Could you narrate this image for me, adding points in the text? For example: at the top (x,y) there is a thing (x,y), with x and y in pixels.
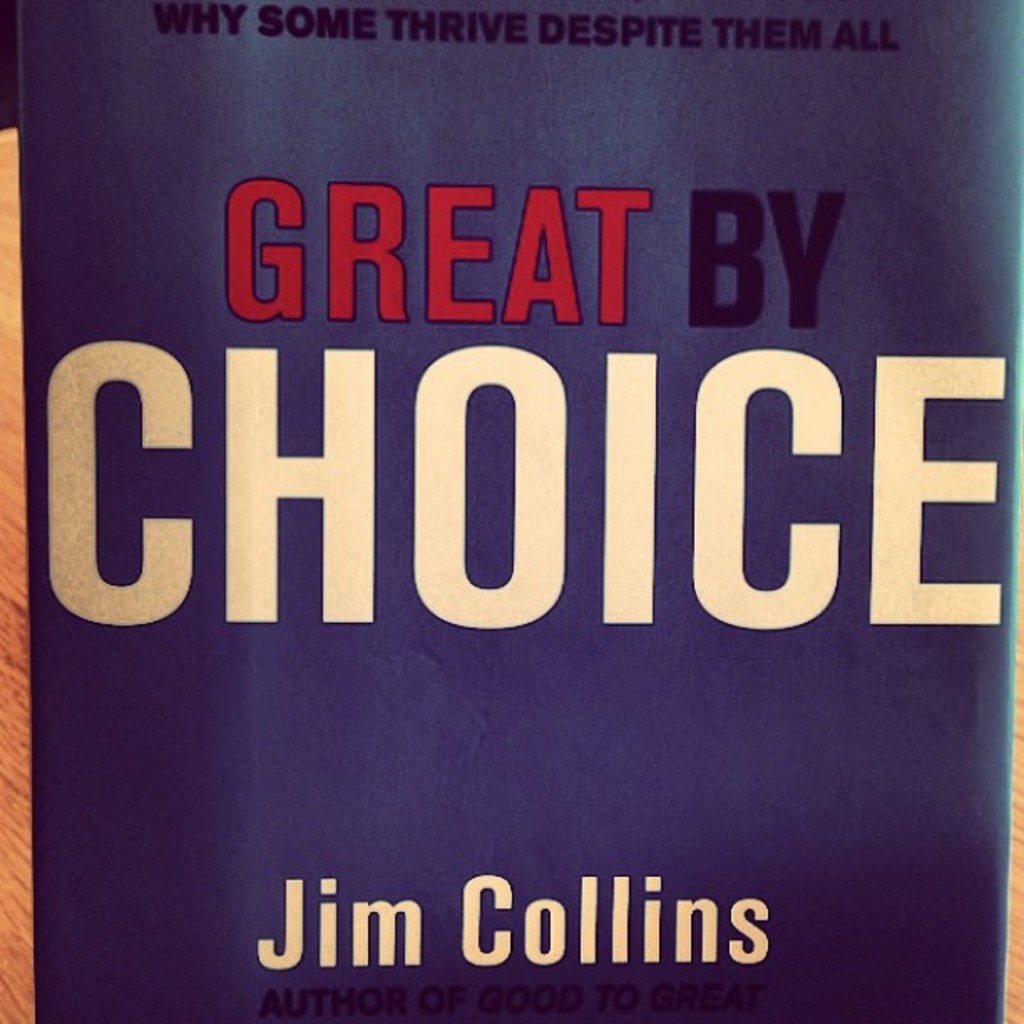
In this image we can see the front page (473,706) of a book (473,706) with some text (456,505) on it.
